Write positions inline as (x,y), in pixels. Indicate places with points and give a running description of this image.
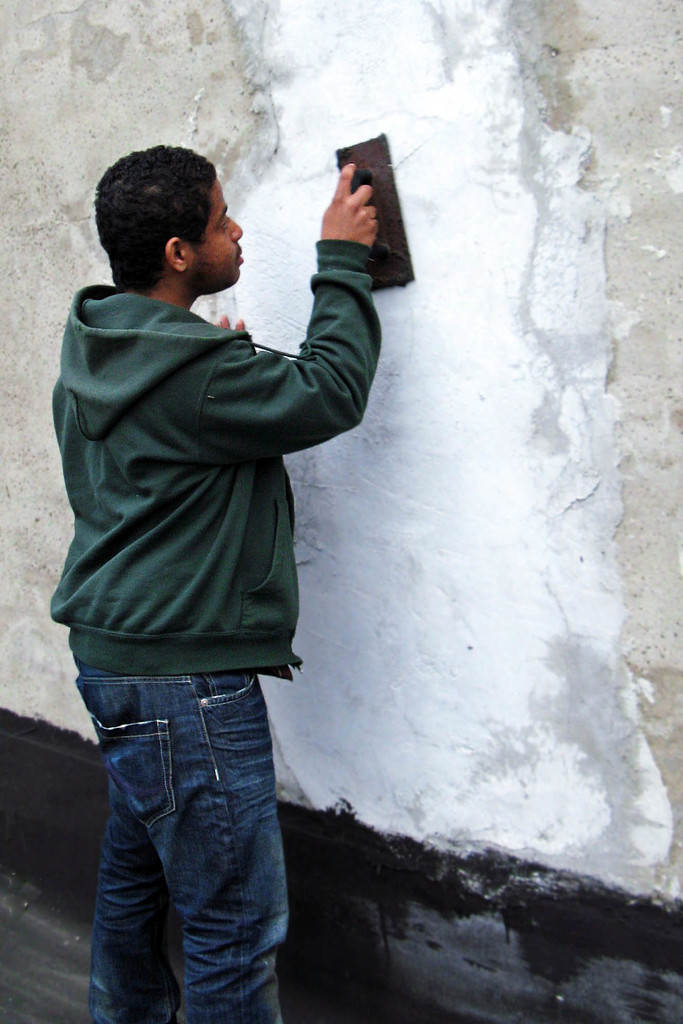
Here I can see a man (216,590) wearing a jacket (225,496), holding an object (381,227) in the hand (365,192) and facing towards the wall (392,383). It seems like he is painting the wall (441,288).
